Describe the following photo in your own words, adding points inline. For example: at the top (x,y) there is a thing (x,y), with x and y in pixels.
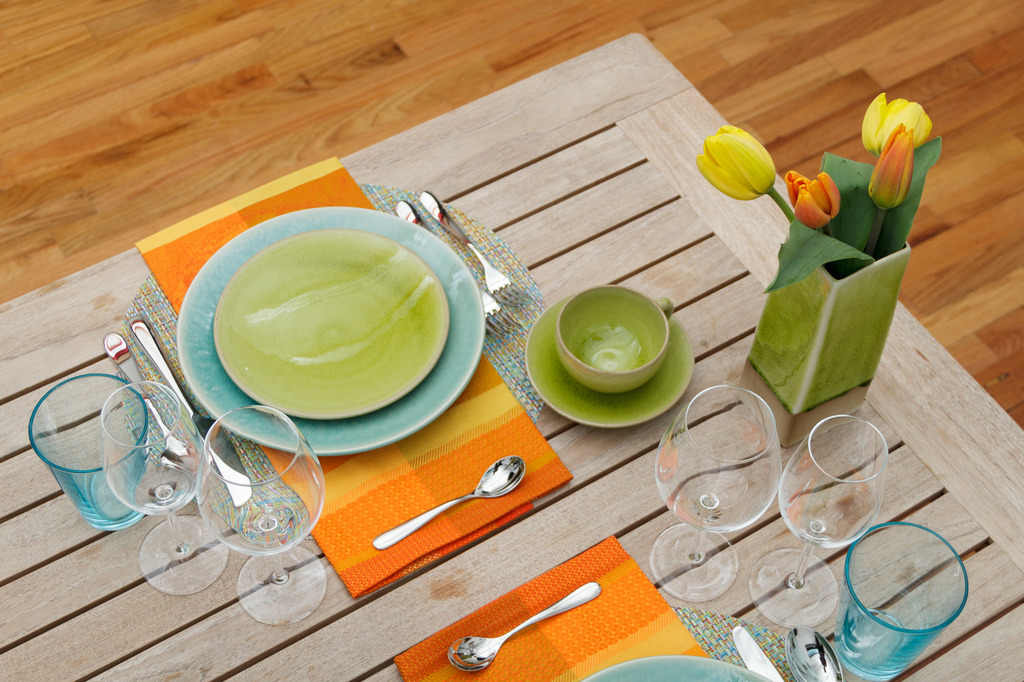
In this image we can see a wooden table (665,259) where plates (344,328), glasses (94,394), flowers (800,217) and spoons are kept on it.
